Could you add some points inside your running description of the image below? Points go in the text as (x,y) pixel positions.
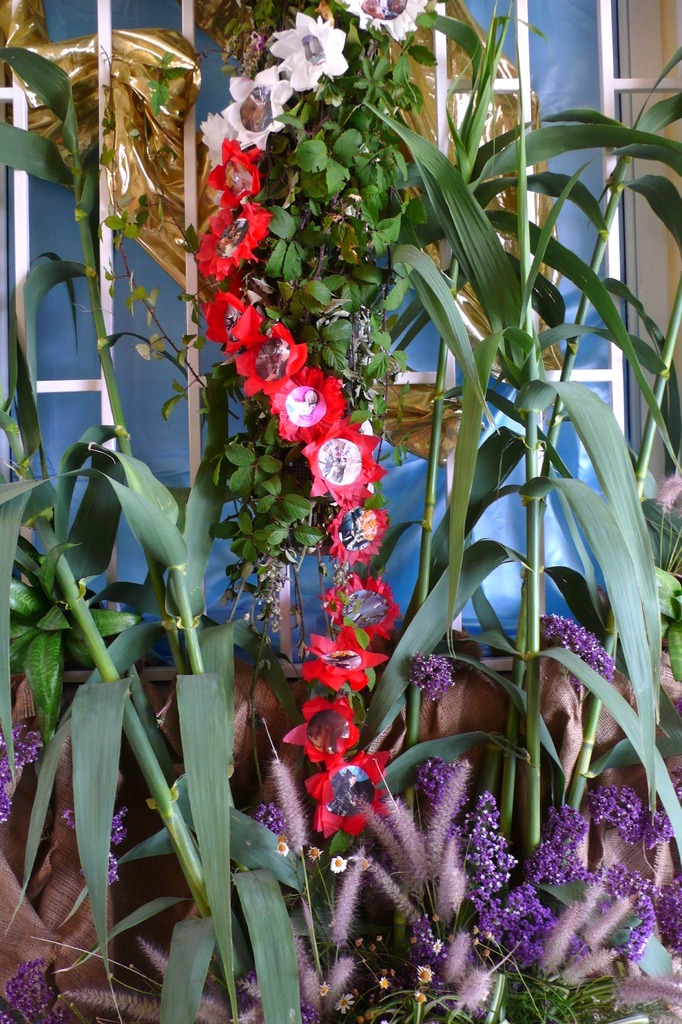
In this image we can see a group of plants (328,501) and we can see flowers (347,809) to the plants (489,808). Behind the plants (605,510) we can see a cloth (414,386) and a window (1,351).
